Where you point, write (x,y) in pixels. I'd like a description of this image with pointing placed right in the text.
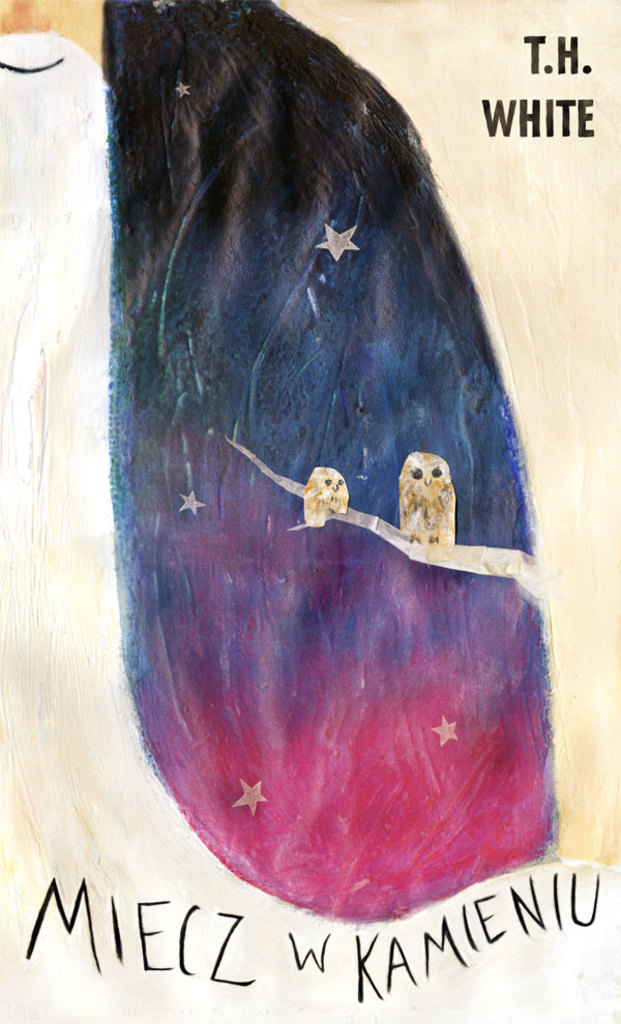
In this image there is a poster (283,429) having a painting (290,552). Two birds (336,506) are on a branch (388,535). Behind it there is sky (393,447) having stars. Bottom of image (495,912) there is some text (85,922). Right top there is some text (533,74) on the poster (526,131).
